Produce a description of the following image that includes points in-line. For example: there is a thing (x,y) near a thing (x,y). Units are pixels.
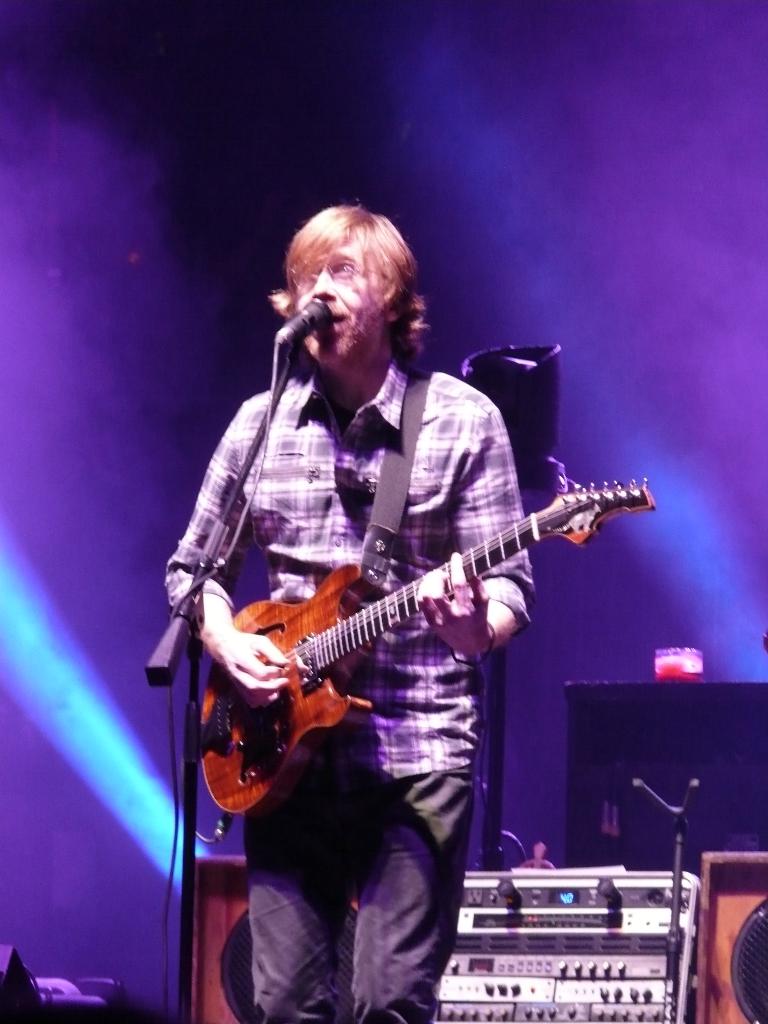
In this we can see a man (380,236) standing, and singing and holding a guitar (324,612) in his hands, and here is the micro phone (291,327) and stand (207,559), and at back (543,905) there are some objects (557,907).
